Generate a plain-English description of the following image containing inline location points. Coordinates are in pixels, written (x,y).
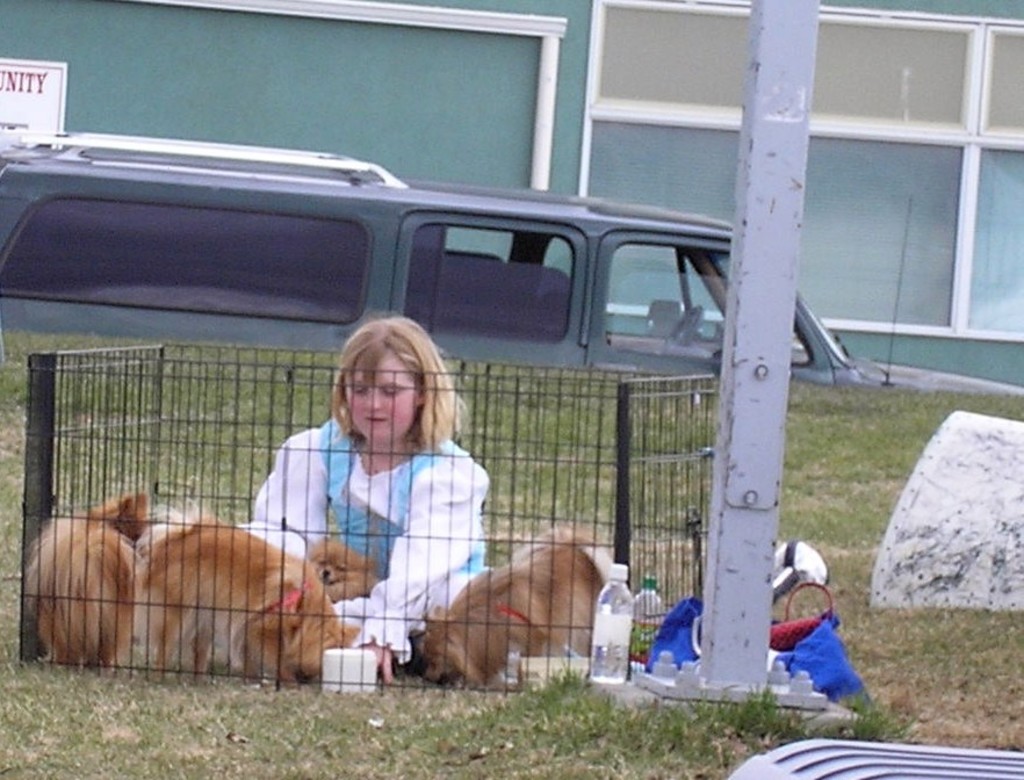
In the foreground of the picture (435,446) there are grass (617,708), water bottle (621,620), bag (678,649), iron pole (752,632), cage (652,512), girl (384,486) and dogs (320,593). In the background (289,262) there are vehicles (388,247). At the top (414,68) there is a building (595,91).
